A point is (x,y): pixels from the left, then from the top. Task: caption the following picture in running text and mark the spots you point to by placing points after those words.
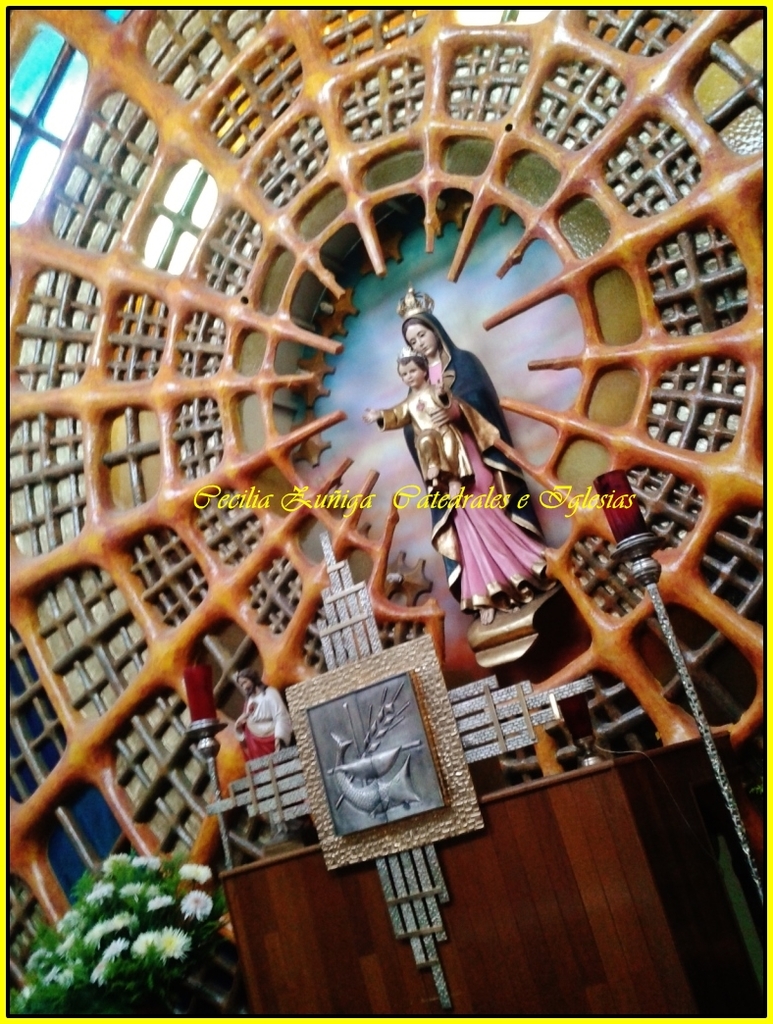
In this image there is a table (454,857) having an idol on it. There is an object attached to the table (659,886). On the both sides of the table (511,892) there is a candle stand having candle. There is an idol (517,553) of a person (524,565) holding a baby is attached to the wall (610,333) which is having some design (625,301) on it. Left bottom there is a flower vase (124,944) having flowers (108,930) and leaves (96,917).
